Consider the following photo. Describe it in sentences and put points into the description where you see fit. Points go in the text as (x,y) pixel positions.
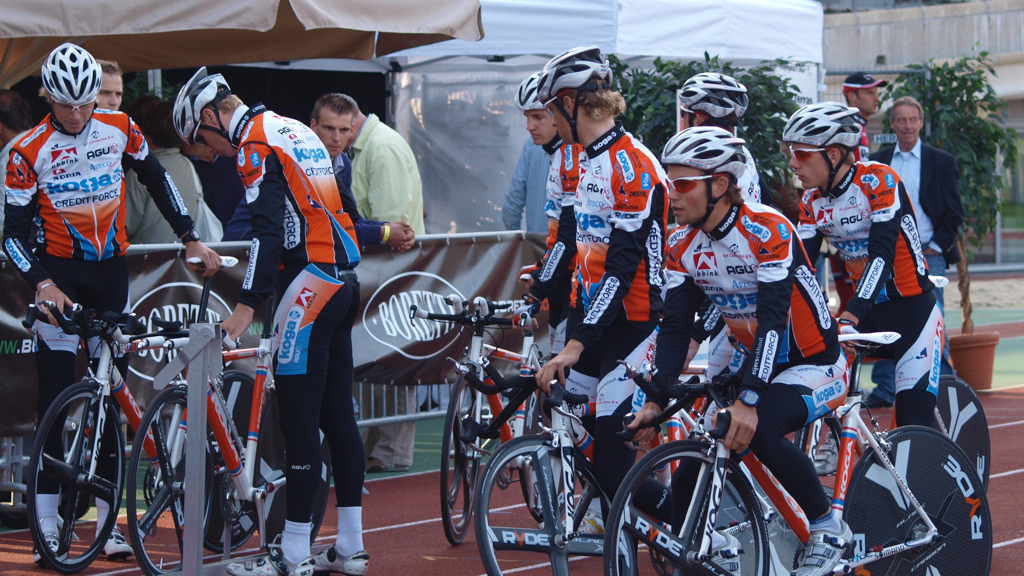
In this image we can see a few people (388,425), some of them are riding bicycles (966,426), there are some tents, a building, plants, a pole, also we can see barricades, and posters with some text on it.
